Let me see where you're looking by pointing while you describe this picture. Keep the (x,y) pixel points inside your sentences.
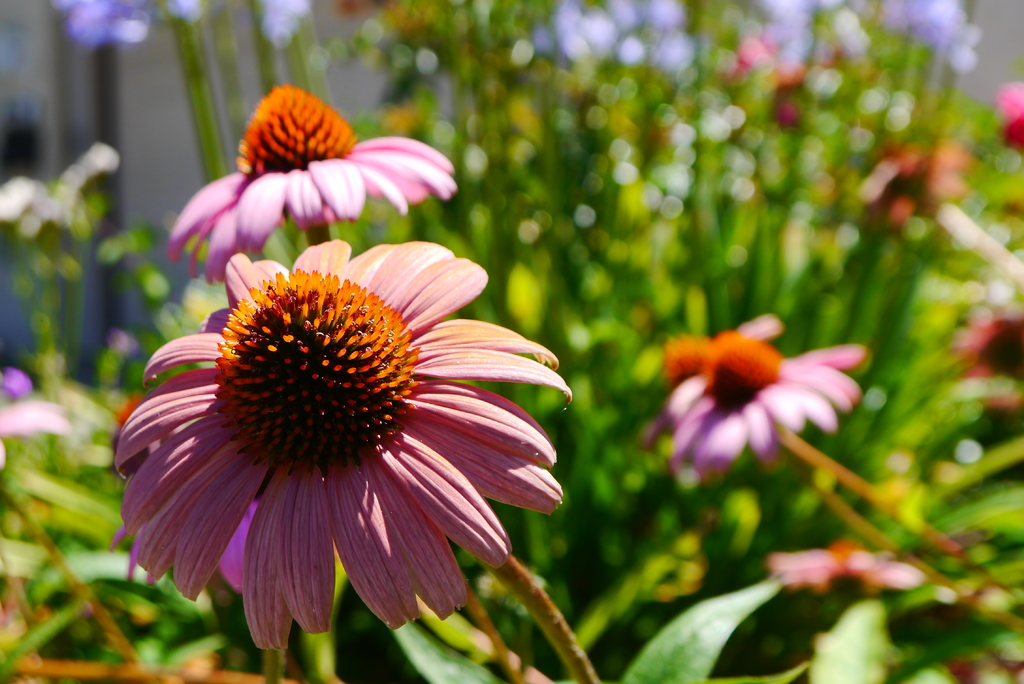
In this image I can see floral plants (688,106). The background (363,96) is blurred.
